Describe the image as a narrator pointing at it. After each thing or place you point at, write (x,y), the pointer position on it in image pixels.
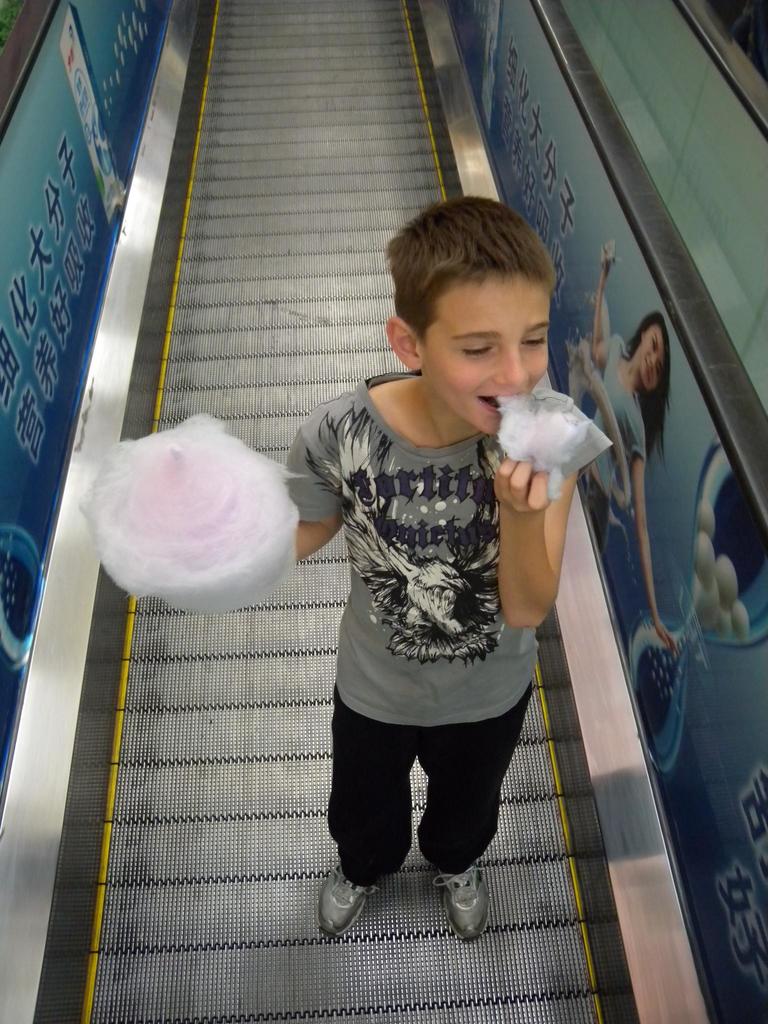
In this picture I can see a boy (374,628) standing on the escalator (649,232) and holding a cotton candy (109,544).
